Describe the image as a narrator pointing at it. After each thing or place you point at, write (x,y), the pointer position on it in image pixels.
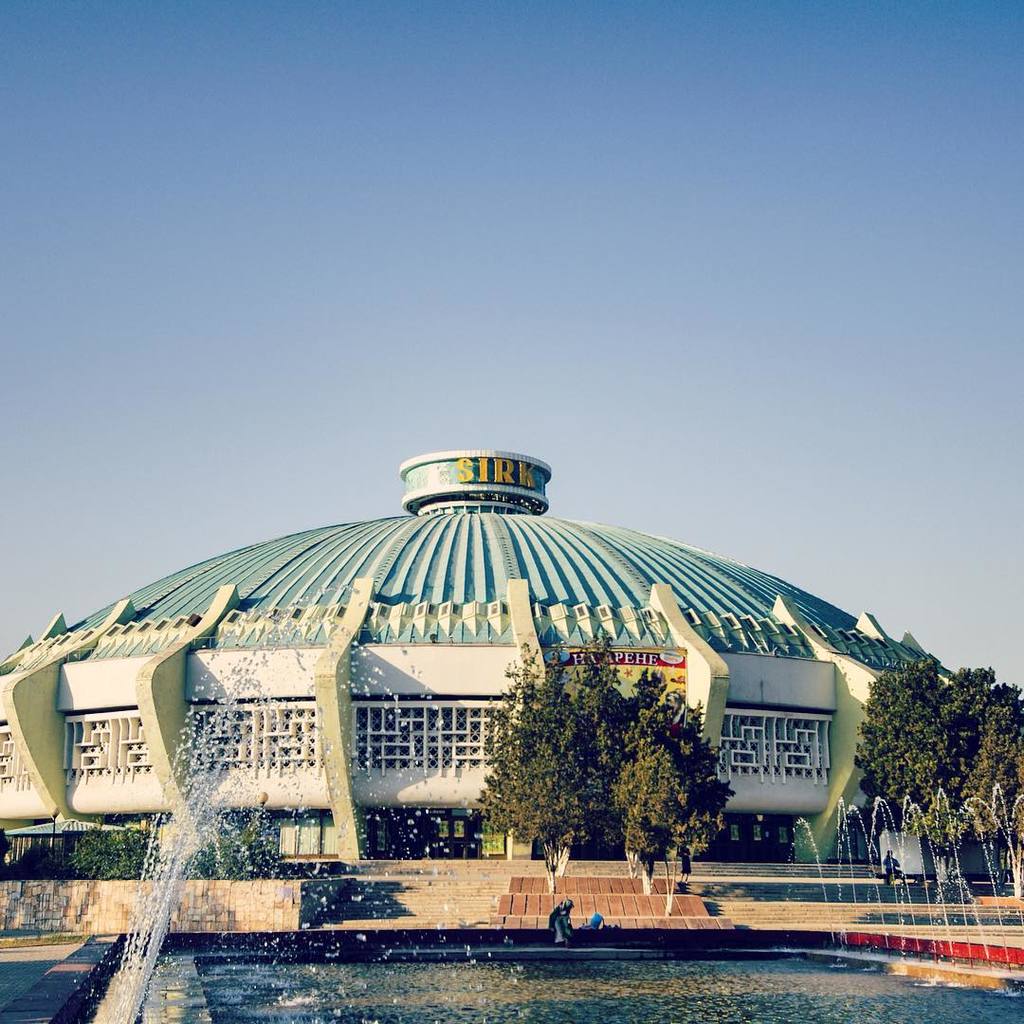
In the center of the image (438,622) there is a building (282,628). At the bottom of the image (570,746) we can see trees (629,768), water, water fountain (468,955). In the background (422,350) we can see sky (497,344).
